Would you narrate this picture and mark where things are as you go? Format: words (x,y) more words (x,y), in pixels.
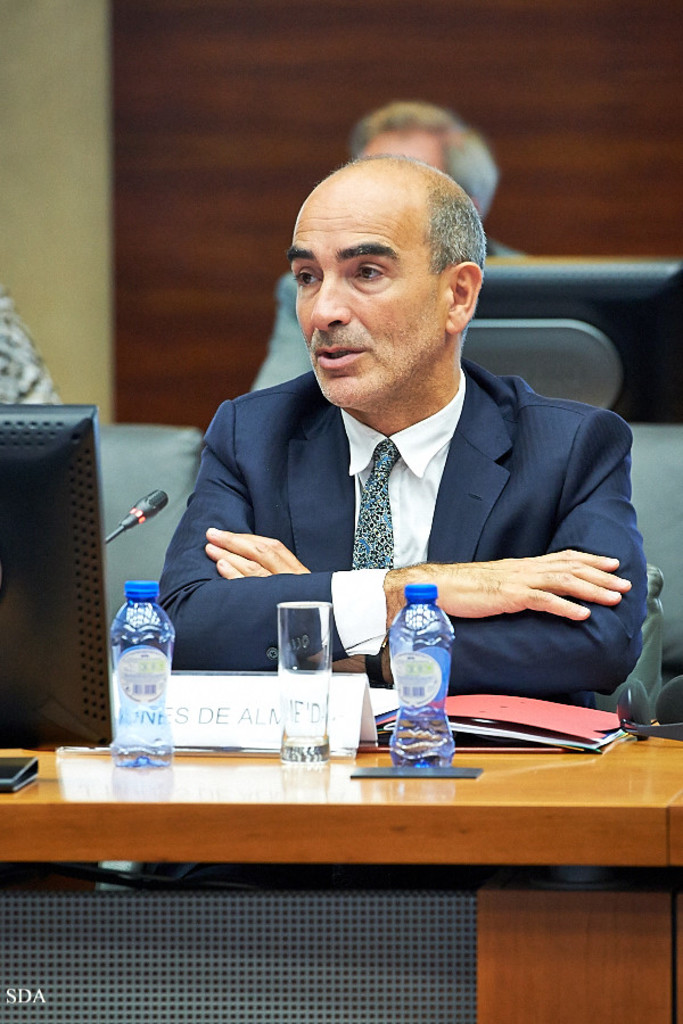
In this image the person (503,452) is sitting on the chair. On the table (663,782) there is a water bottle (417,746), glass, board (241,703), file (504,724), system (80,703) and a mic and he is wearing a coat (550,534). At the back side (245,135) there is brown wall (245,135).
